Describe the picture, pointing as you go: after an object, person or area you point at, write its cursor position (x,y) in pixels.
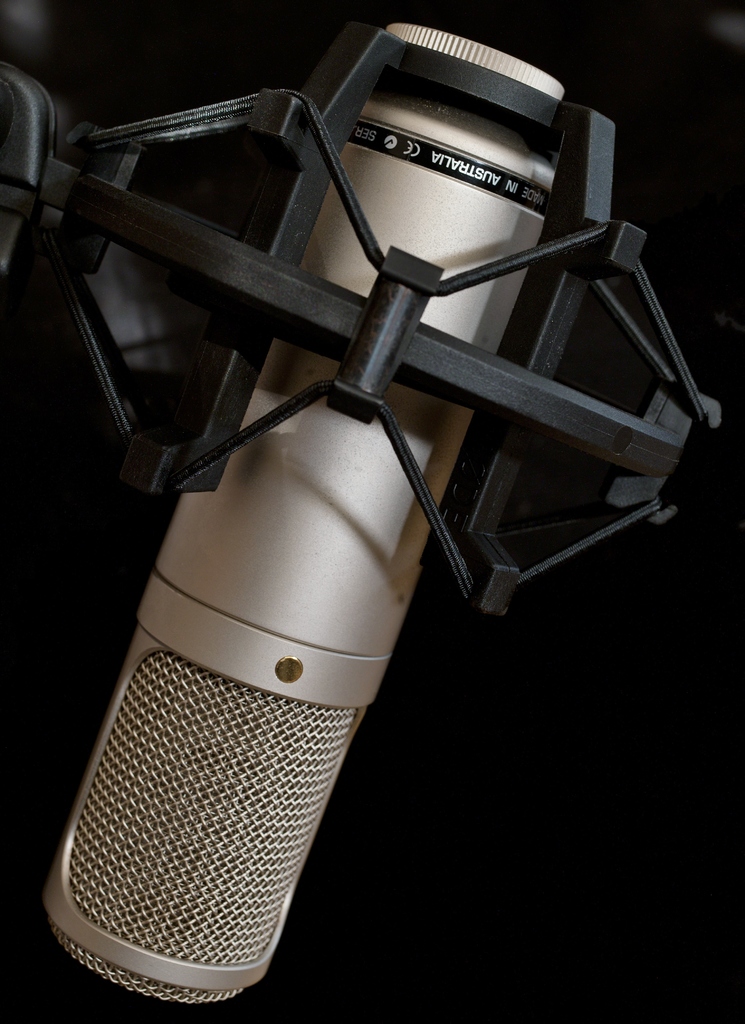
In this image, there is a mic (201,883) which is colored silver. There is a stand (467,479) which holding a mic (336,618).
